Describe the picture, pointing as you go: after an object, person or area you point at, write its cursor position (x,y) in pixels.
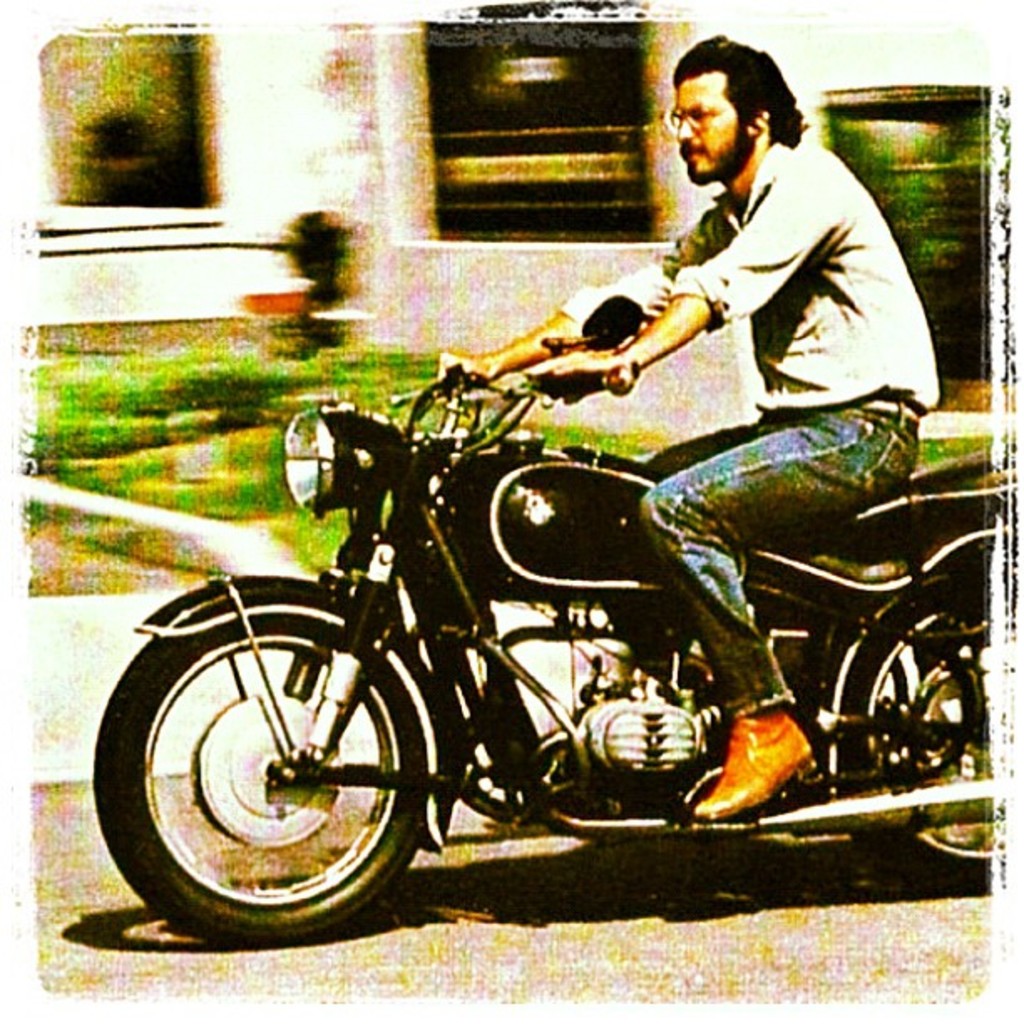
There is a man (759,184) riding a bike (569,598), sitting on it. In the background (175,408) there are some plants (175,408) and building (323,166) here.
